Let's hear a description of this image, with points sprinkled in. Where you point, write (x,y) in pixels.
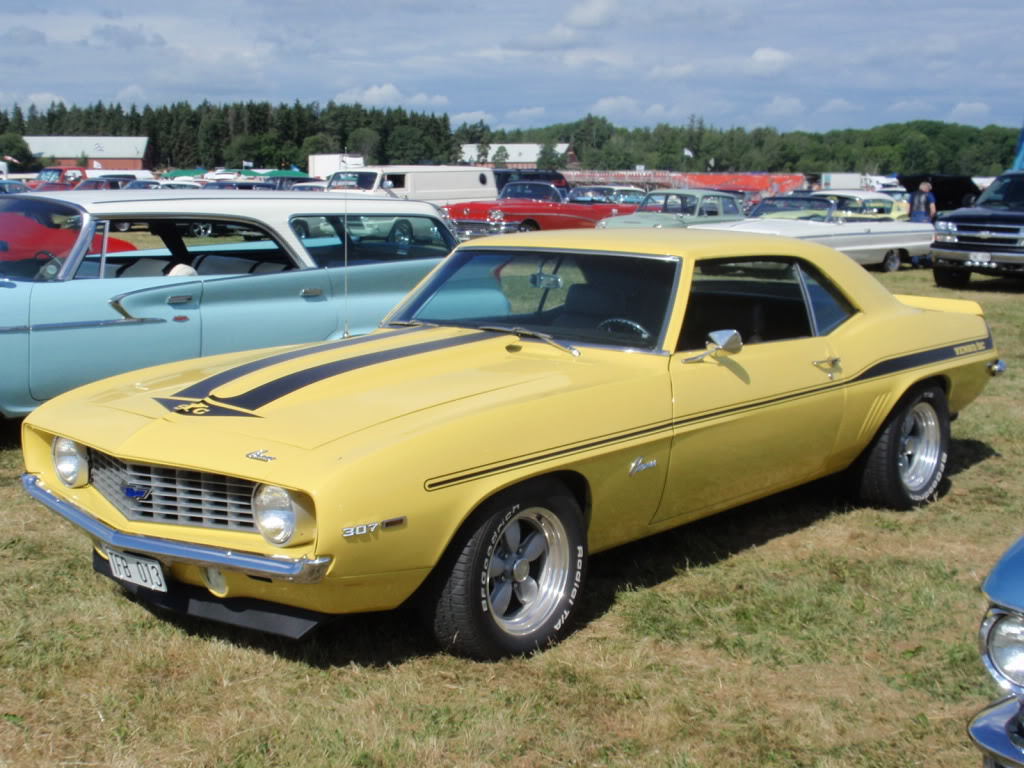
As we can see in the image there is grass (520,720), different colors of cars (523,323) and in the background (197,131) there are trees (318,148). At the top (427,57) there is sky (528,47) and there are clouds (574,57).
